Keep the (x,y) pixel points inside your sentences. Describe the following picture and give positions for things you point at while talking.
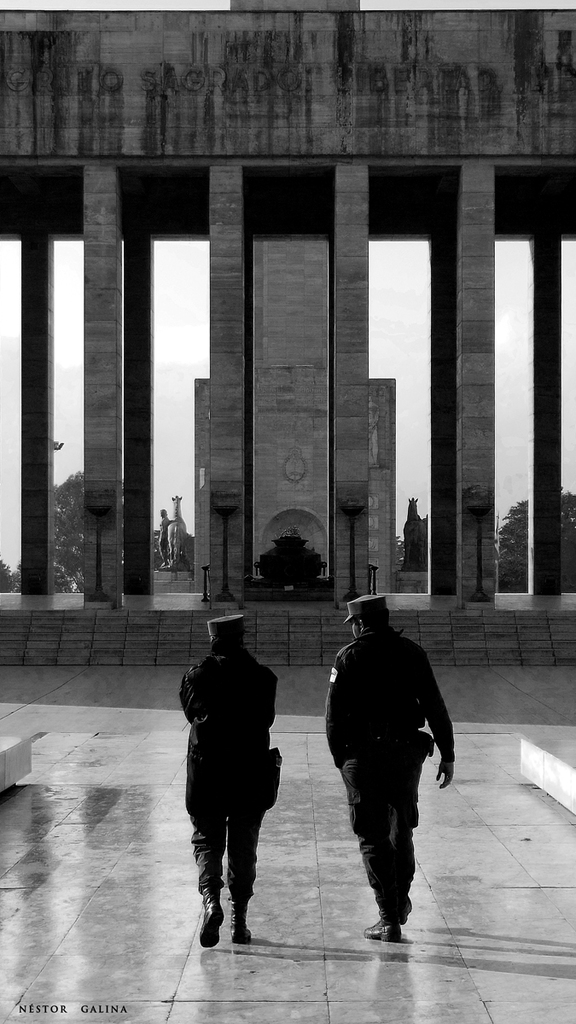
This image is a black and white image. This image is taken outdoors. At the bottom of the image (136,916) there is a floor (479,779). At the top of the image (229,107) there is a wall (241,94) with a text (242,86) on it. In the middle of the image (343,667) two men (406,719) are walking on the floor (261,878). There are a few pillars (100,453). In the background (159,1) there is the sky (189,340) with clouds (403,340) and there are a few trees (67,506) and there are a few sculptures (186,545).
